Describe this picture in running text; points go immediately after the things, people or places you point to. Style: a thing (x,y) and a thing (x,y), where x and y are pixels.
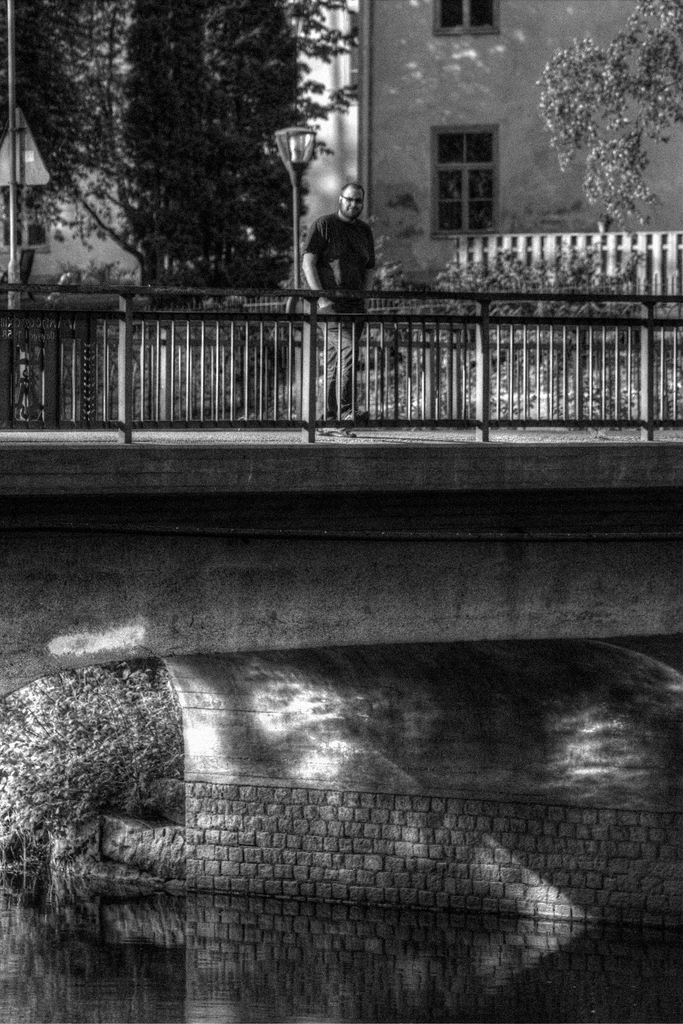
This is black and white image on that bridge (455,831) there is man (343,284) is standing near a railing (613,319), in the background (173,134) there are trees (587,75) and building (466,110).
